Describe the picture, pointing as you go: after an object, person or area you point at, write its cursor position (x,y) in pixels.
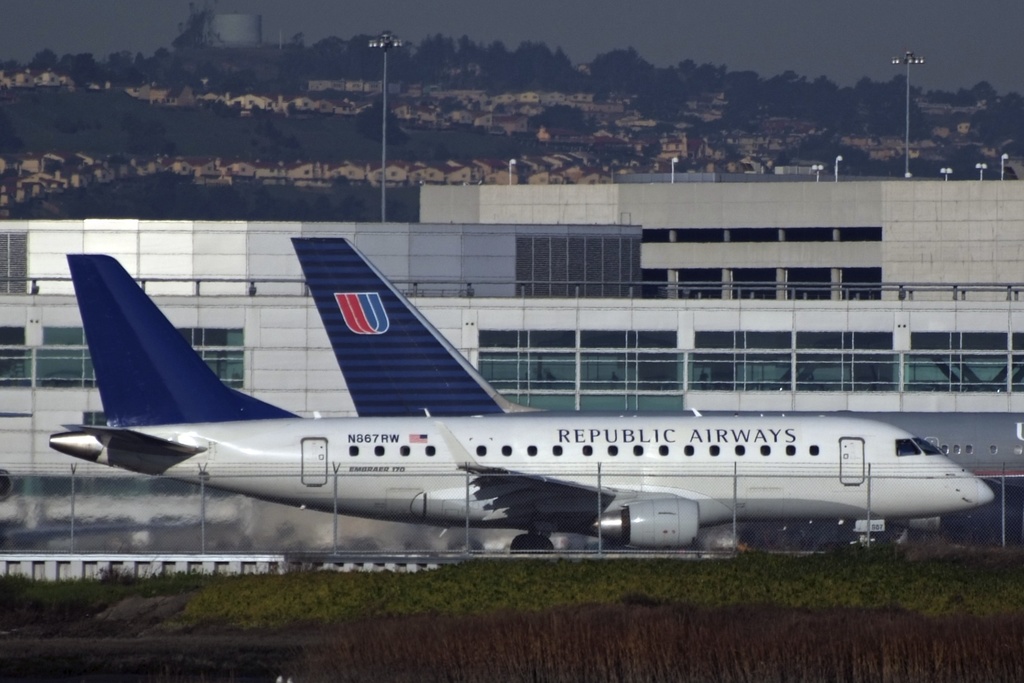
In this image we can see the grass (110,584) here, an airplane (413,411), building (802,281) and light poles (905,175). In the background (922,174), we can see trees (514,64) and the sky (788,57).
